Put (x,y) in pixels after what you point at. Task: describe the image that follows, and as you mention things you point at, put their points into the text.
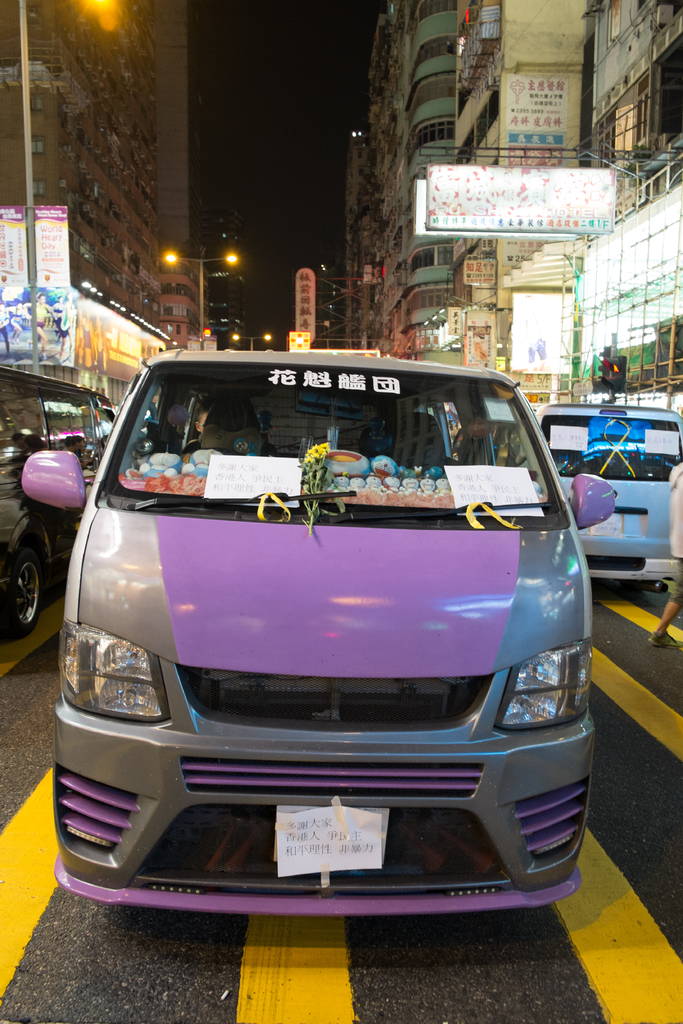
In this image we can see a van (403,656) is on the road (332,984). To the both sides of the image vehicles (16,505) are there and buildings (80,262) are present with banners (60,298) and lights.
